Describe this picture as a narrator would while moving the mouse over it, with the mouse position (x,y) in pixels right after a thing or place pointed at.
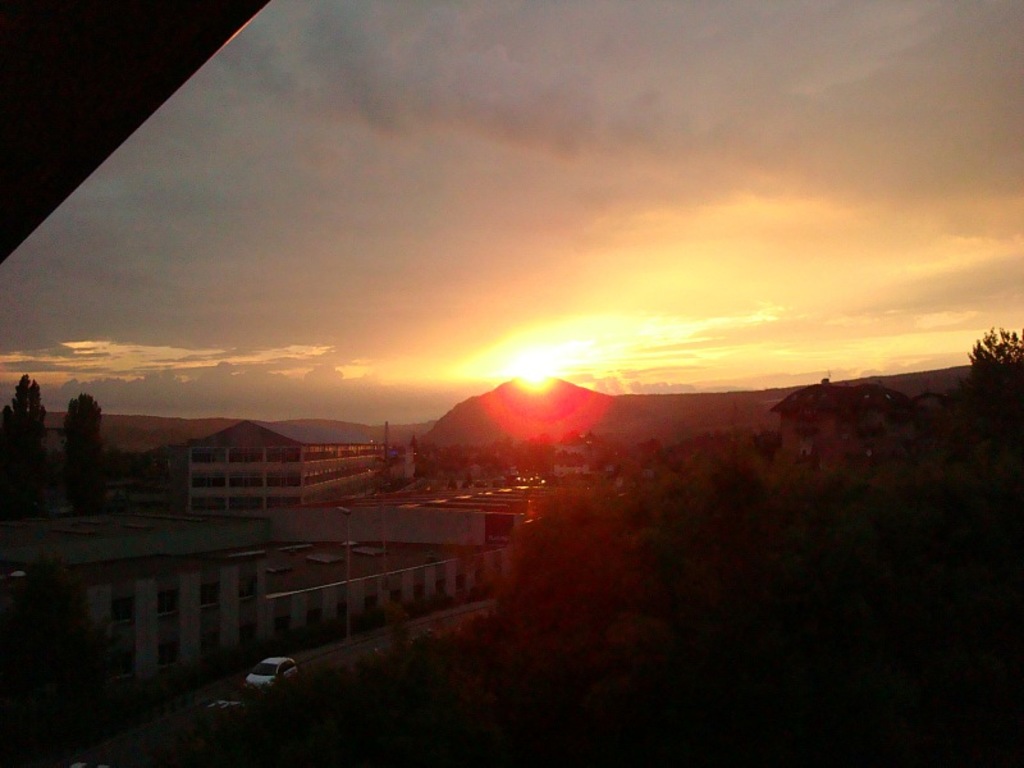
In this picture there are buildings (281,578) and trees (16,493) and there is a mountain (774,412). In the foreground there is a pole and there is a vehicle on the road (358,641). At the top (401,211) there is sky (428,193) and there are clouds (591,178) and there is sun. At the bottom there is a road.
